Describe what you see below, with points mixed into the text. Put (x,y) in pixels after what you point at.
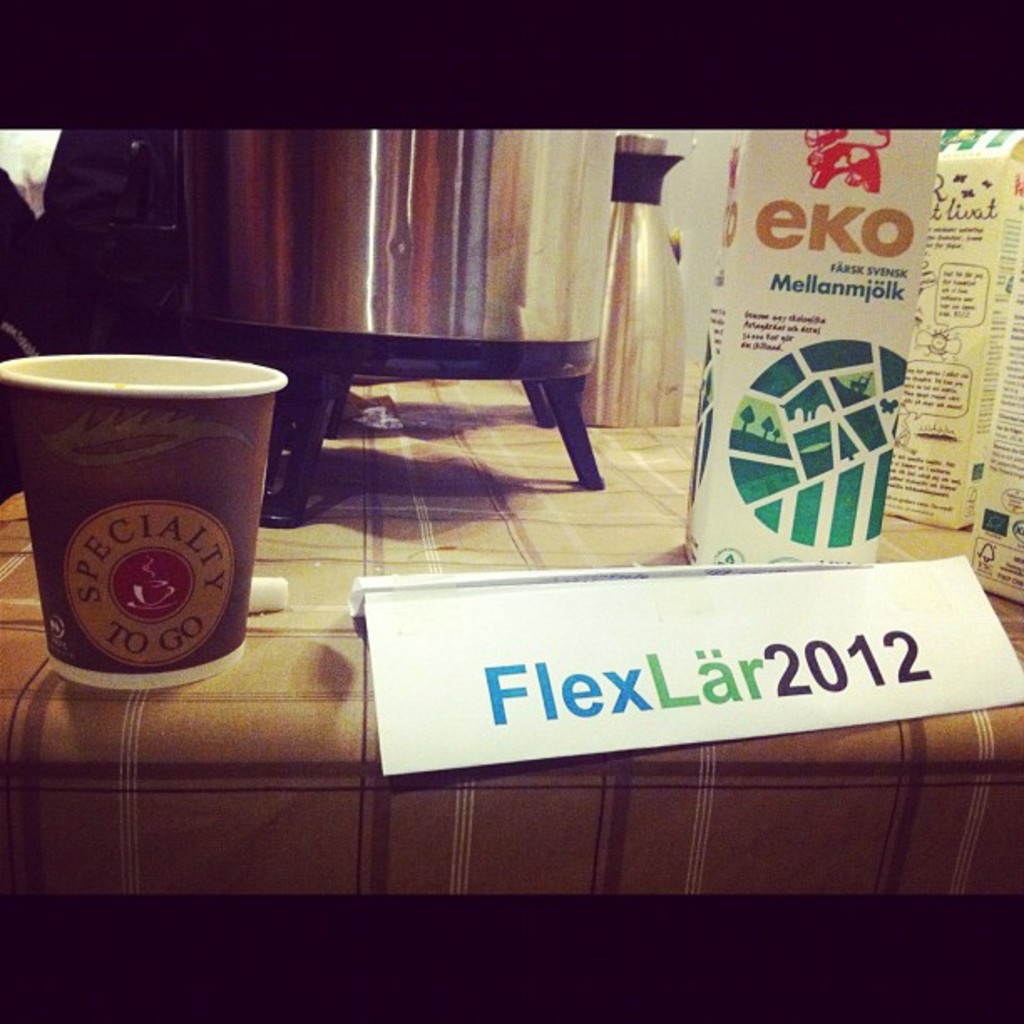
On the table (980,891) i can see the bottles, carton boxes (919,310), small paper cup (202,372) and name plate (669,716). In the back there are clothes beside that there is a wall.
